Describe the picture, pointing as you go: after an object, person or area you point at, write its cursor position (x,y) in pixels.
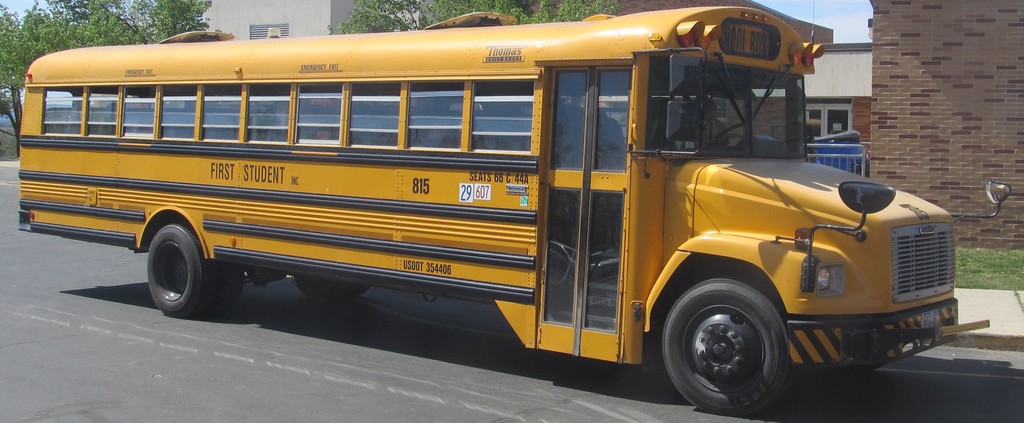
In this picture we can see a vehicle (298,210) on the road (303,322). Some grass (964,255) is visible on the path (1023,327). There is a barricade (832,165), dustbin (828,162), a building (888,165) and a few trees (35,38) in the background (174,5).
